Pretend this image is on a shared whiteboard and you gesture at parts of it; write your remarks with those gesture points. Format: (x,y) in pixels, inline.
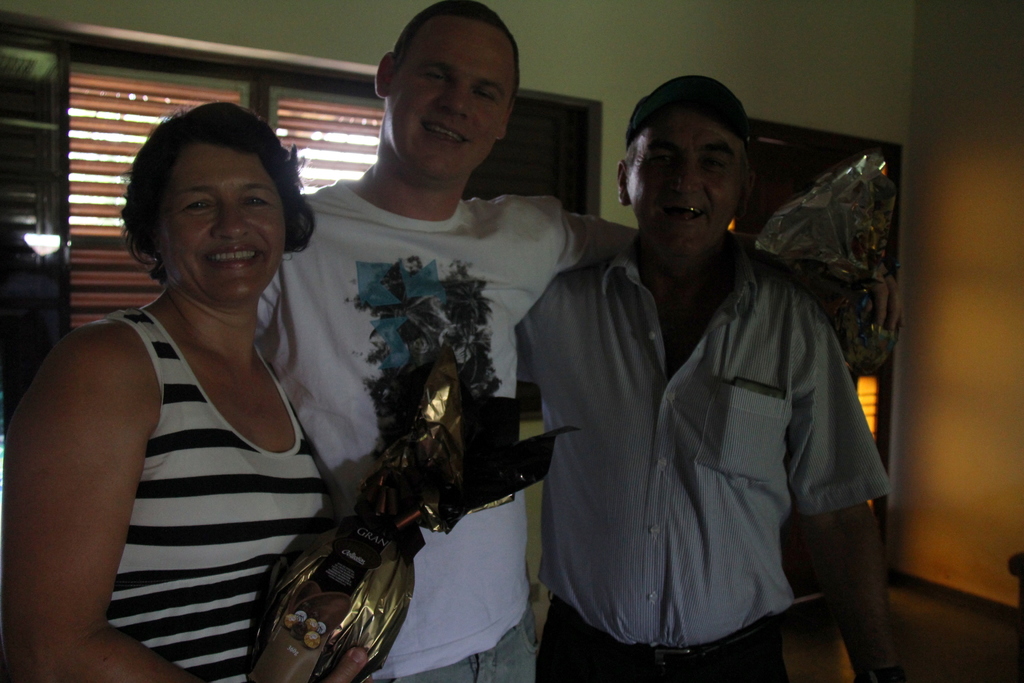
In this image we can see two men (591,366) and one woman (188,318) is standing. Woman (143,606) is wearing black and white color top (184,519) and holding a gift (327,595) in her hand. One man (344,320) is wearing white t-shirt (497,321) and the other one (671,518) is wearing shirt (713,466). Behind one window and wall (634,57) is there.
